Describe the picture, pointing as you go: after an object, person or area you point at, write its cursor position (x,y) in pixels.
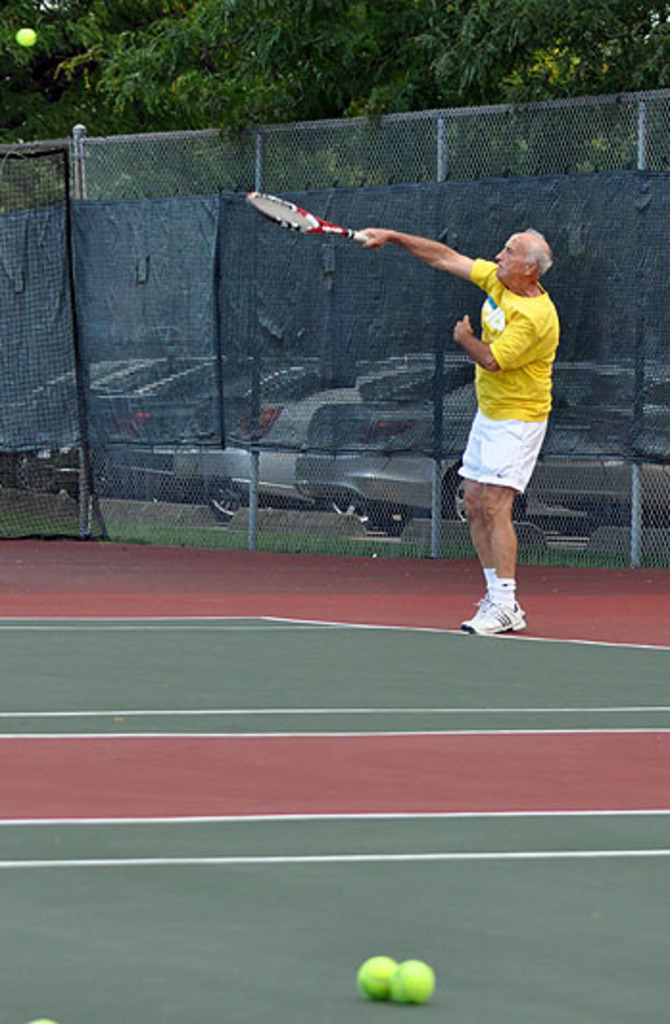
In this image there are two green color balls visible at the bottom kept on ground (179,632), a person (535,408) holding bat (359,231) visible in front of fence (366,292), behind the fence (265,332) there are some trees (240,85), vehicles (99,367), in the top left corner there is a ball (25,43).
